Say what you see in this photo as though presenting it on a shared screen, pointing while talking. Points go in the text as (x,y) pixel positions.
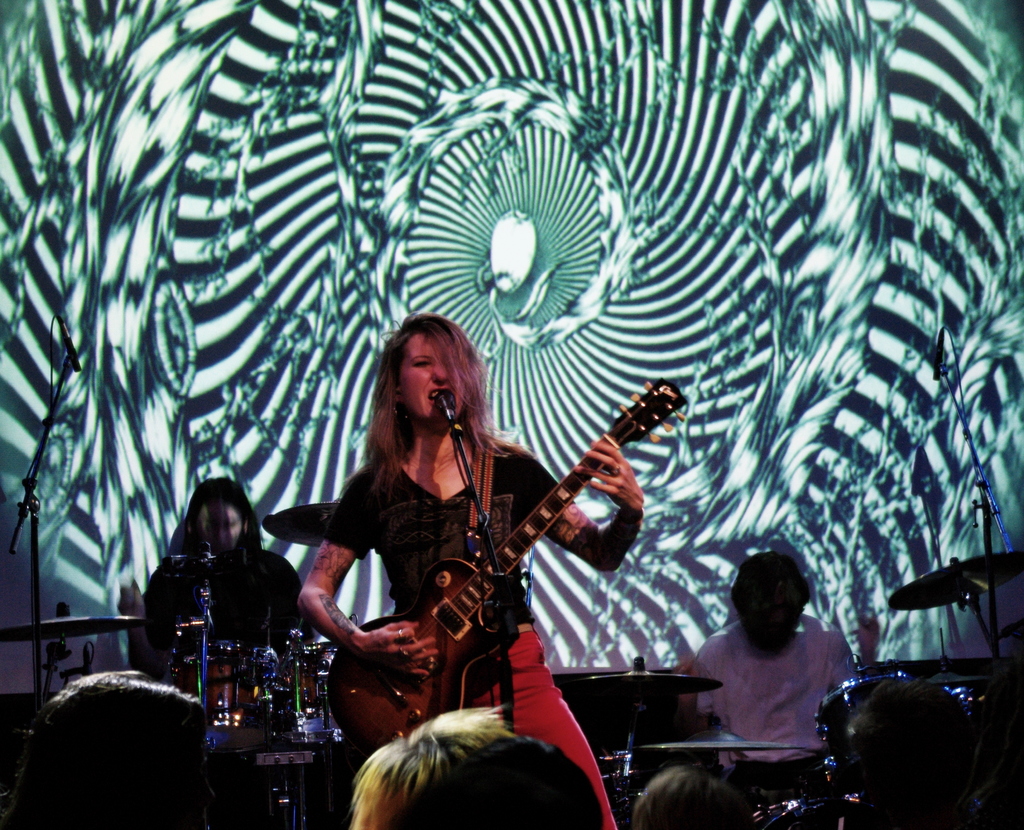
In the center of the image (443,445) there is a lady (467,400) playing a guitar (487,595). She is singing a song. There is a mic (449,418) placed before her. In the background (276,619) there are people (190,589) who are playing band (219,626) and drums (296,690). At the bottom (491,727) there is a crowd (535,741). We can also see a screen (593,187).
